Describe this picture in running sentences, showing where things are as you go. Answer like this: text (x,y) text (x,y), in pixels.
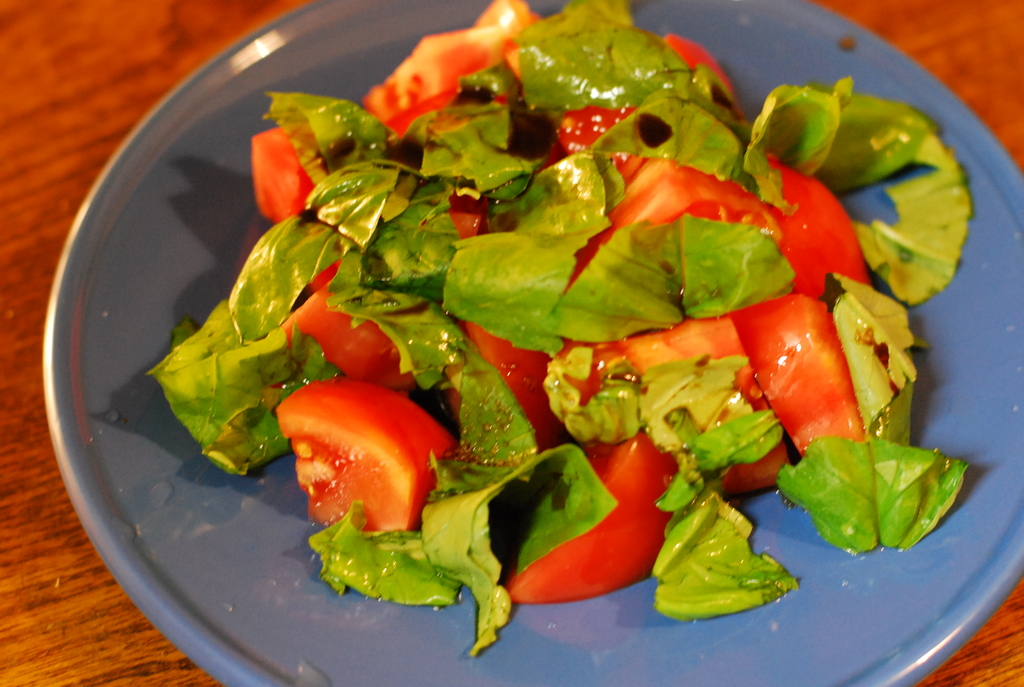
In this image there is a plate (202,544), there is food (469,370) on the plate (995,559), at the background of the image (15,84) there is a wooden object (85,135) that looks like a table (73,89).
